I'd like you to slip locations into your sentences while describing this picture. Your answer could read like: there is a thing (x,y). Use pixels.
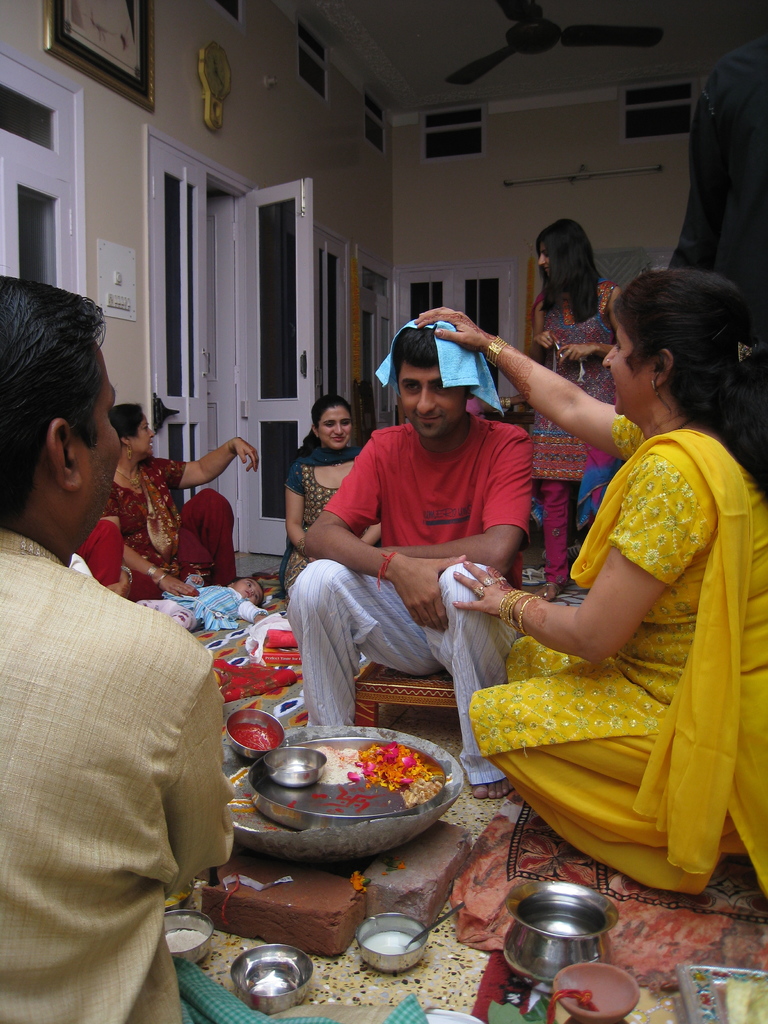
In this picture we can see there are groups of people (683,348) sitting and a woman (592,375) is standing on the floor (214,958). In front of the people (127,638) there are bowls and other things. Behind the people (182,716) there is a wall (540,188) with a door (204,400), windows (480,133) and other things (534,181).
